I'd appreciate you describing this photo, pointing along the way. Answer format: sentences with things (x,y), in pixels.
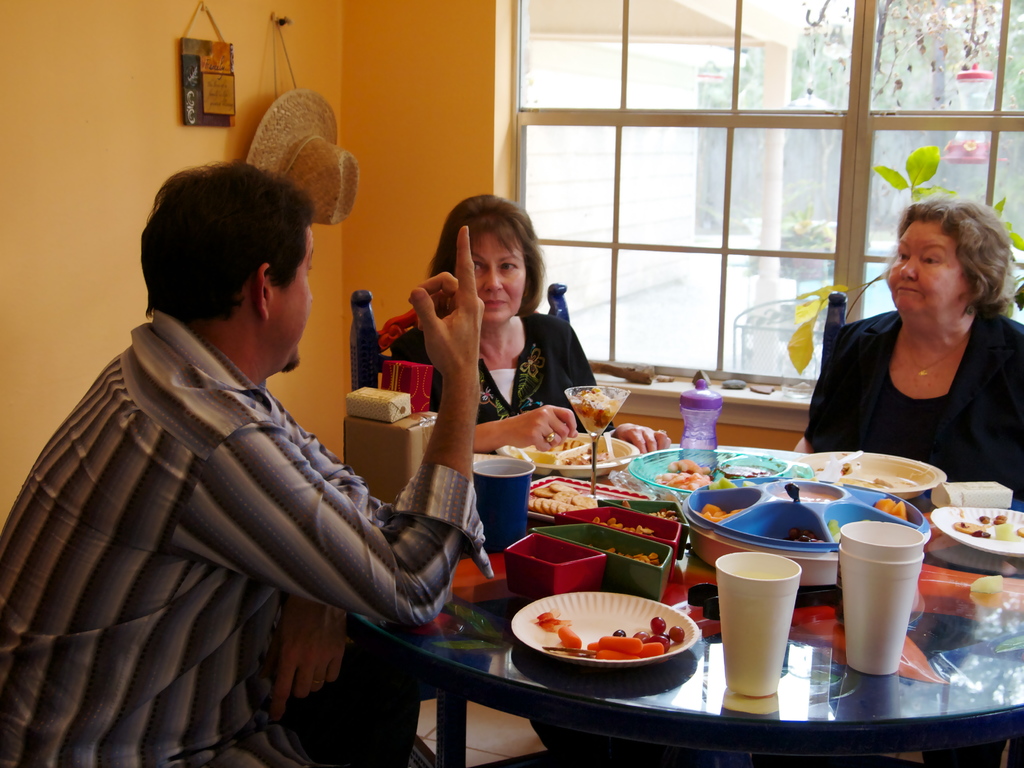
In the middle (600,468) there is a table (668,596) with lots of food items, plates (981,539), cups (889,577), bottle (706,430). Three people (881,436) are sitting in front of table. On the left (177,576) there is a man (159,546) he is wearing shirt (226,447). in the middle (508,355) there is a woman (500,378) she is wearing a dress (516,377). in the right (987,371) there is a woman (898,367) her hair (969,281) is small. In the right (918,173) there is a plant (917,169) and leaf (896,172). In the middle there is window (715,173) with glass (708,206). I think this is a house (523,123). In the left (309,142) there is a hat (307,132). In the left (69,224) there is a wall (71,327).
